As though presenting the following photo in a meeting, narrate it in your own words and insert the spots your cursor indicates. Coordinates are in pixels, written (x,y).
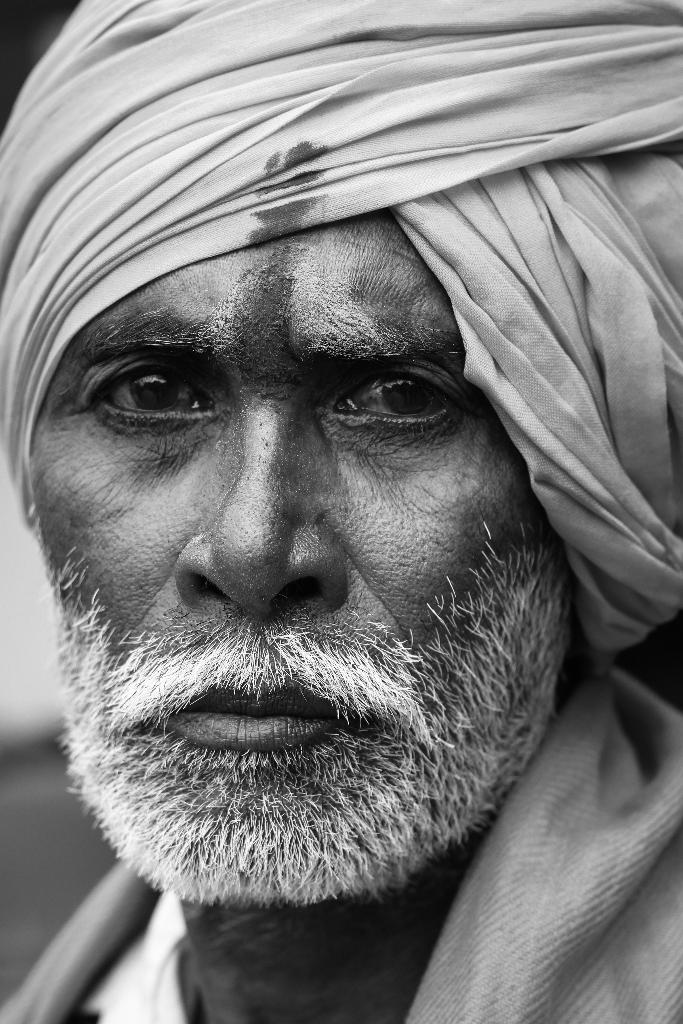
This picture is a black and white image. In this image we can see one man (555,729) with white beard (132,693).
